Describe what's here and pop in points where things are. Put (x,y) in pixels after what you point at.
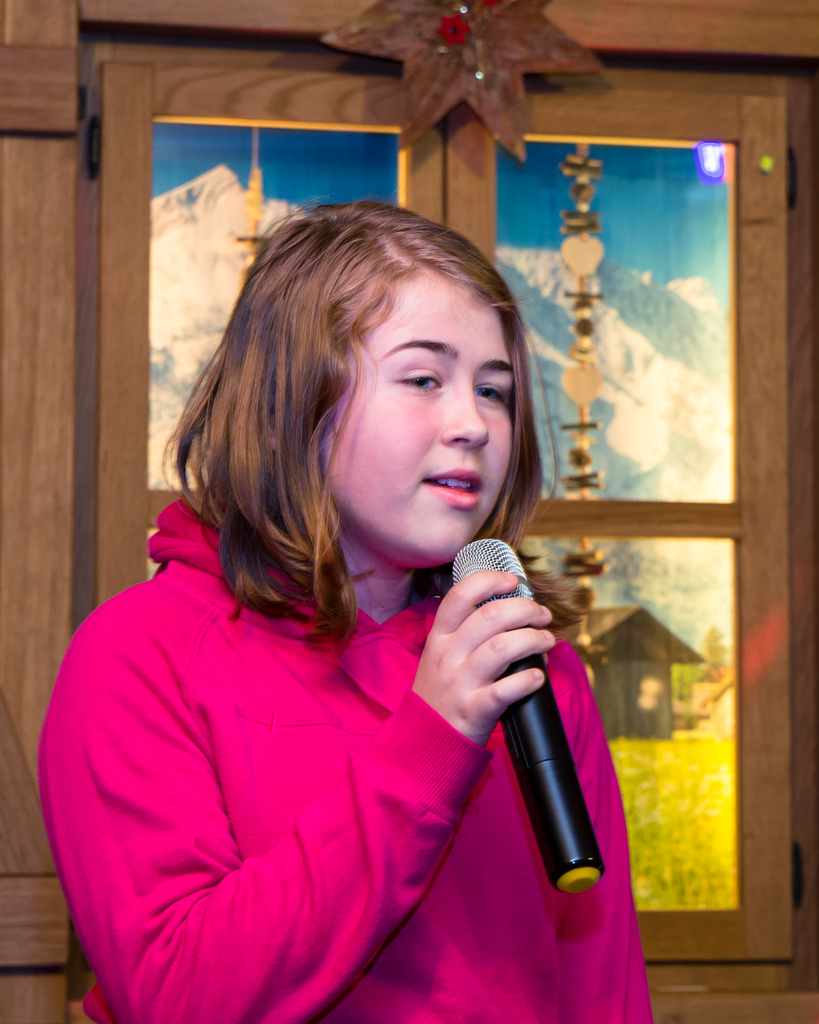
In this image, there is a person (263,599) wearing clothes (332,805) and holding a mic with her hand (499,616). There is a window (270,60) behind this person (338,686).
